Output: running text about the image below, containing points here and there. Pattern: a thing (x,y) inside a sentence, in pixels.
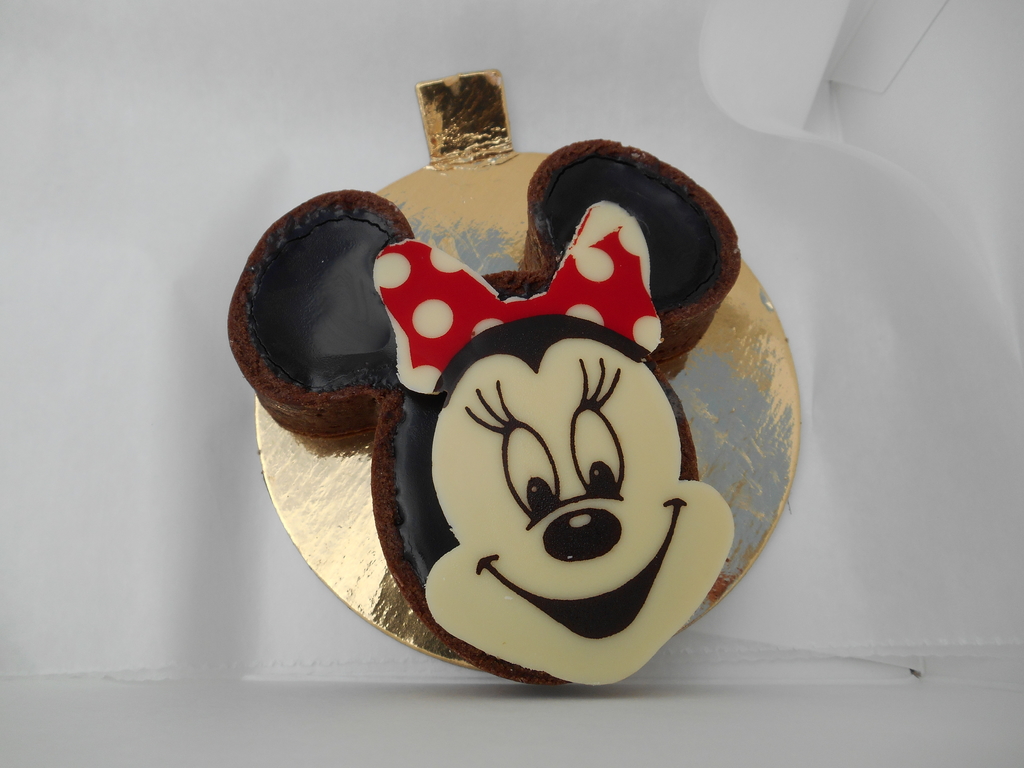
In this image I can see the minnie-mouse cake (591,425) on the gold and silver color board (477,224). Background is in white color.
